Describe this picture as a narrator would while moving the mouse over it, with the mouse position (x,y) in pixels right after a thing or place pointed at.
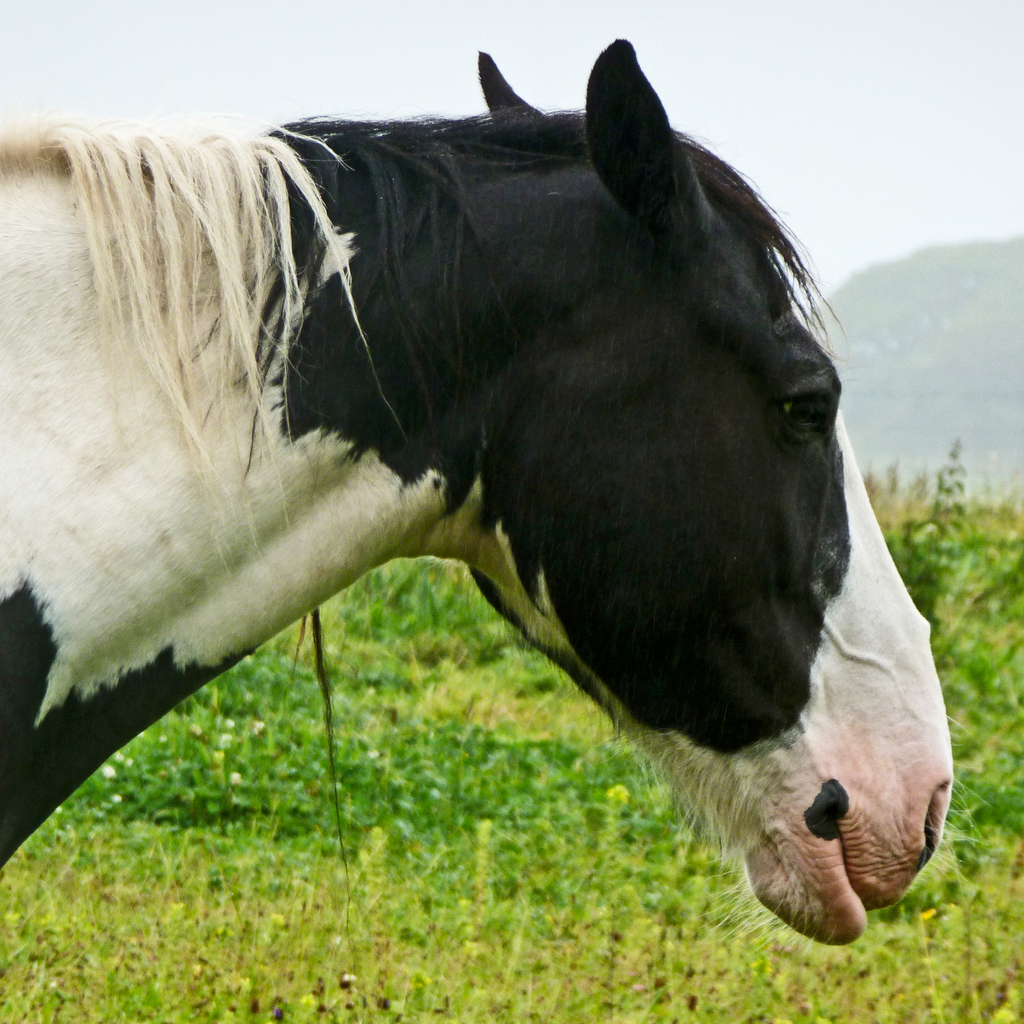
In the image there is a black and white horse (70,285). Behind the horse (16,287) there are small plants (982,632) which are green in color. In the background (964,366) there is a hill (850,370) and also there is a sky (58,0).
